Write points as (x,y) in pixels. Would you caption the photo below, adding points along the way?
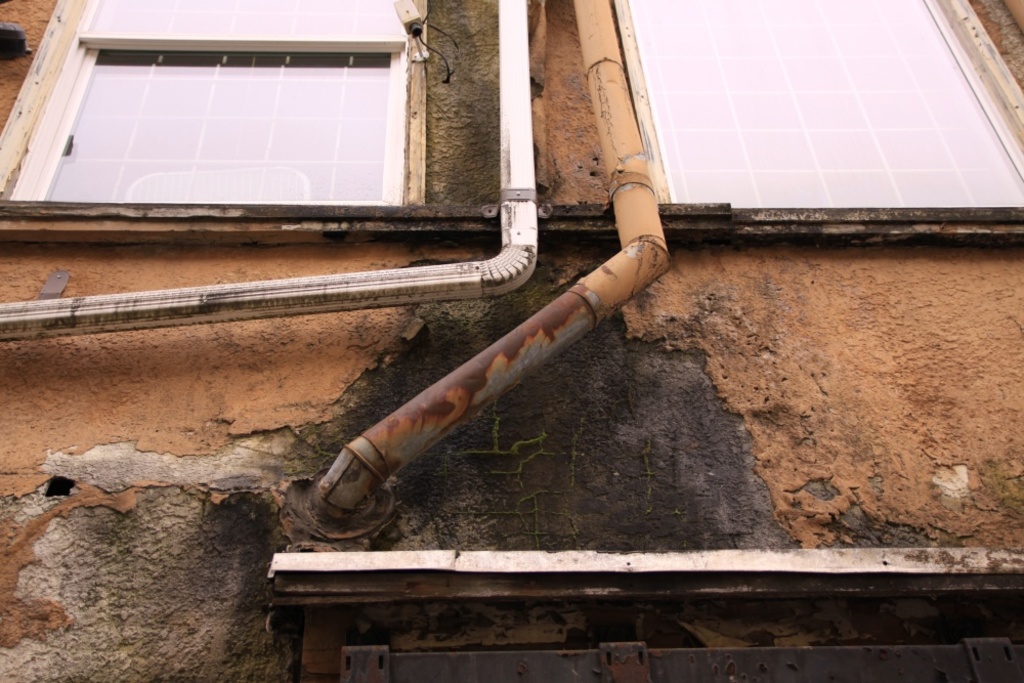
In this picture there is a building (540,380) and there are two pipes (524,114), glass windows (677,116) and a camera (415,16) on the walls (468,115) of the building (441,78).
